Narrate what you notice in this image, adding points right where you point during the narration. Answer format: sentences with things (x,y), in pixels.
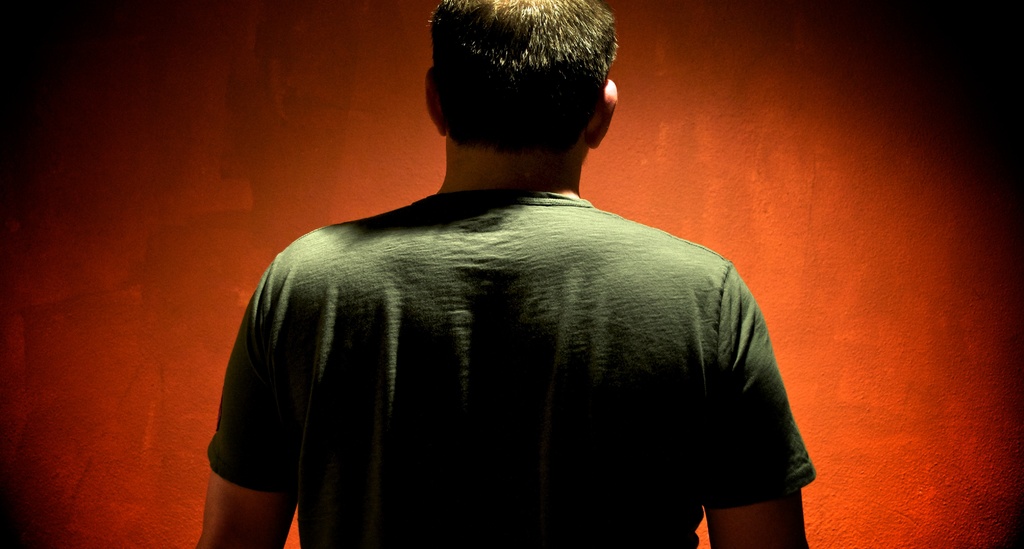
In this picture I can observe a man (466,271) in the middle of the picture (464,261). He is wearing green color T shirt (394,297). The background (323,114) is in red color.
